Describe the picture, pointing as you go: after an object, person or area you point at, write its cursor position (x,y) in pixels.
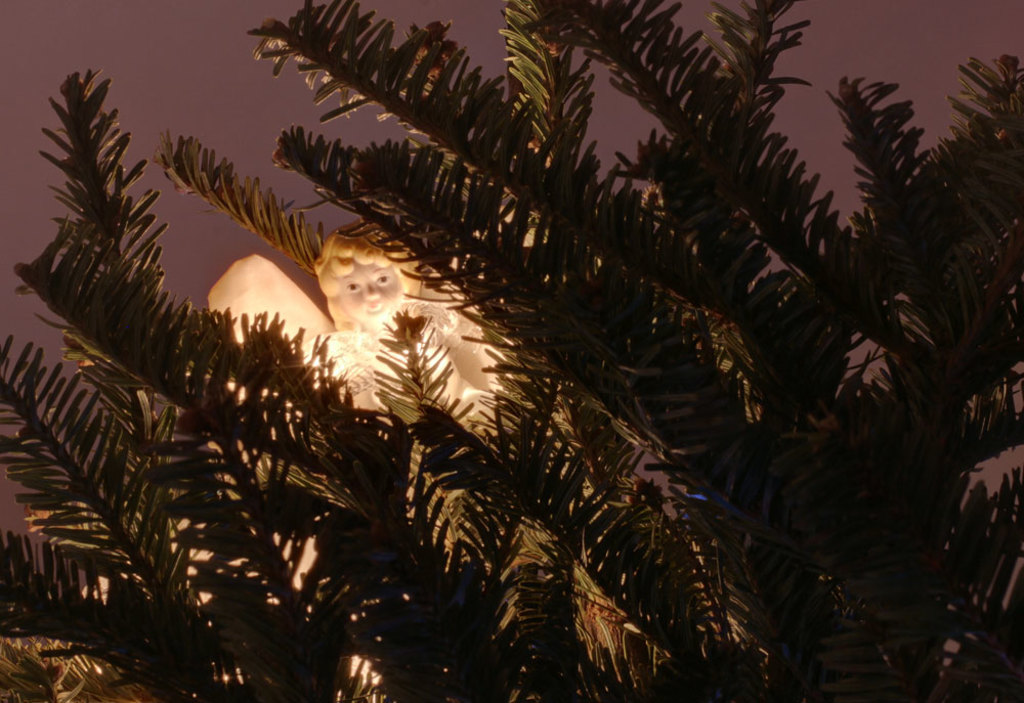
In this picture we can see statue (351,265) of a girl (331,294) looking like angel (338,298) and this statue (346,257) is blocked with the trees (354,449) and above the trees (473,112) we have sky (160,84) and its look like a dark.
